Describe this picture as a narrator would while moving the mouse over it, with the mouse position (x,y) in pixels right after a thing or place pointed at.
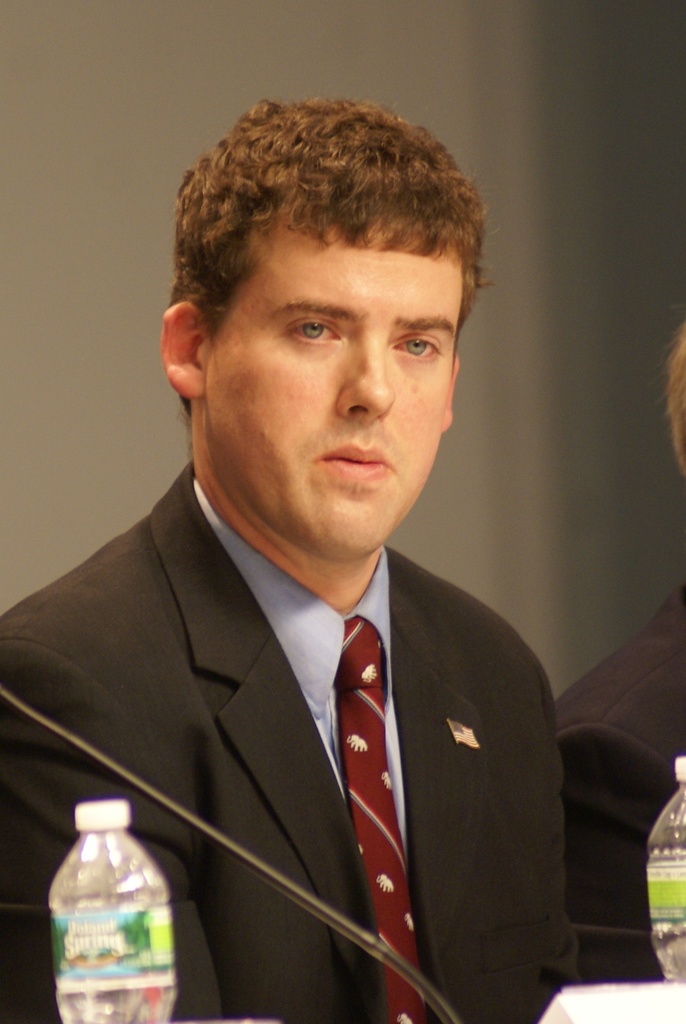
In the picture we can see a man (311,504) with a black blazer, red tie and shirt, near him there is a microphone wire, two water bottles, and a person (683,417) sitting beside him, in the background (465,539) there is a wall (513,525).
